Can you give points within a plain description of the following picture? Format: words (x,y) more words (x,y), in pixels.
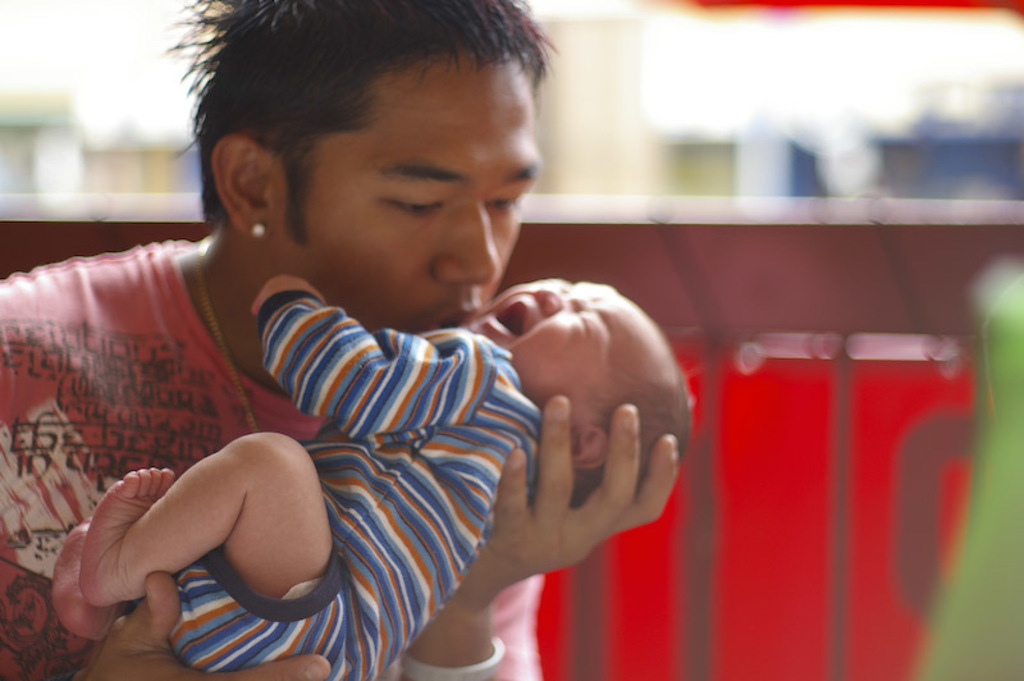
In this image we can see a person (458,636) holding a baby (335,502). In the background (828,293) there is a wall (777,264).
